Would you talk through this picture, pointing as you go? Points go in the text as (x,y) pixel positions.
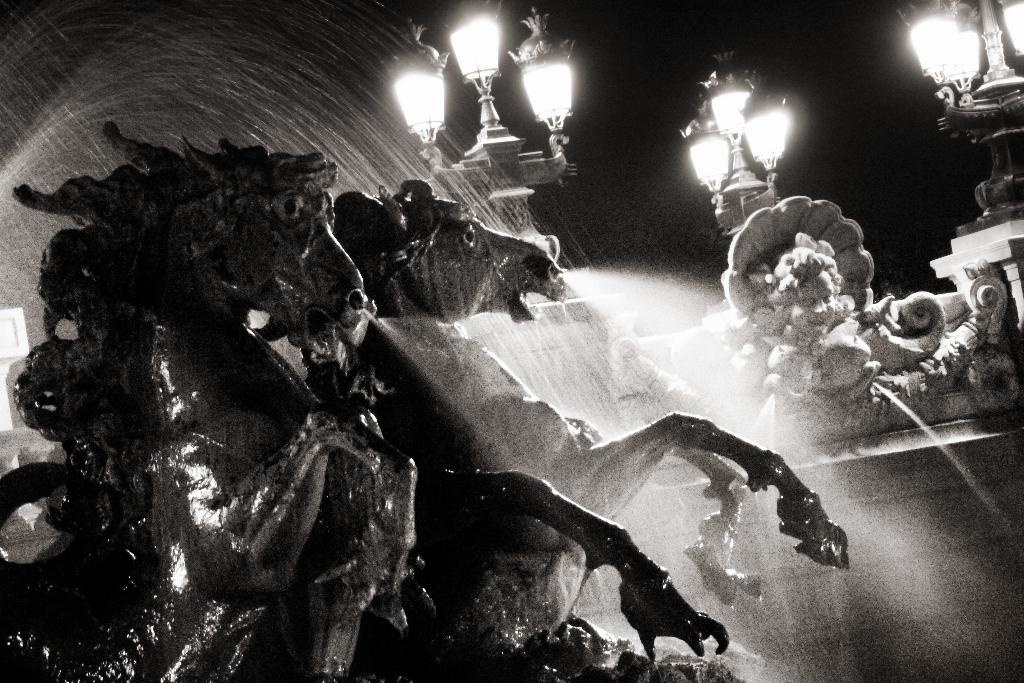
In this image we can see sculptures (415,479) and a wall (667,558). Behind the sculptures (393,199) we can see lamps (437,121) and water (349,176). The background of the image (584,171) is dark.
